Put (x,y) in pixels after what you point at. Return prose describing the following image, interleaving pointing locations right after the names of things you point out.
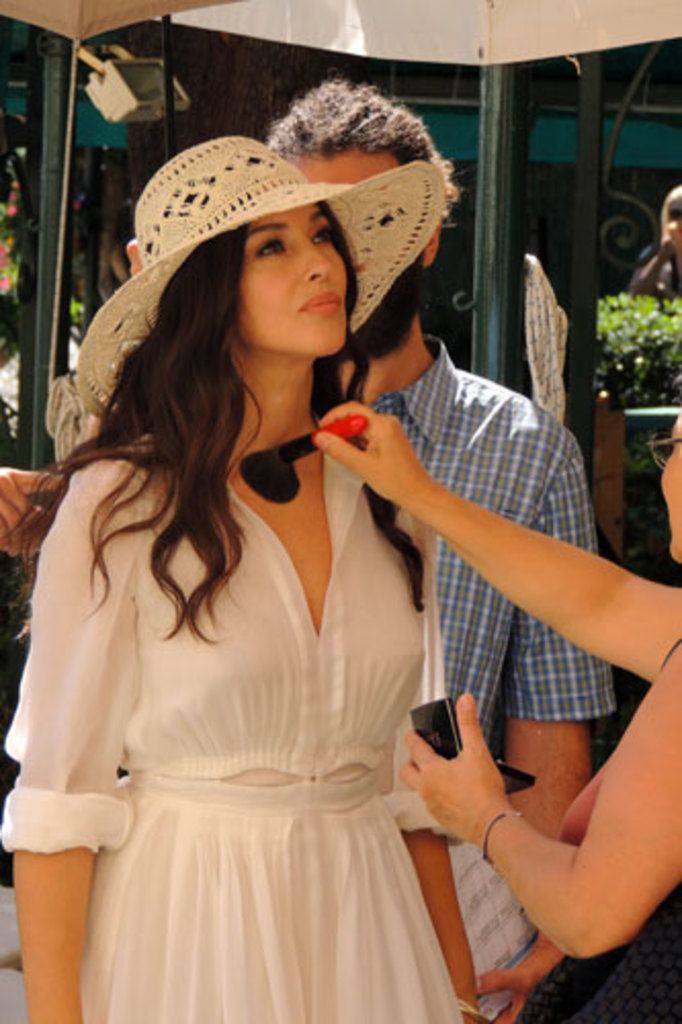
In this image I can see a woman (227,728) wearing white colored dress (234,771) and hat (236,216) is standing and another woman (614,819) standing and holding a black colored object (435,722) in her hand (476,787). In the background (456,624) I can see a person (487,413) standing, few trees (639,378), a tent (328,10) and few other objects (622,192).
